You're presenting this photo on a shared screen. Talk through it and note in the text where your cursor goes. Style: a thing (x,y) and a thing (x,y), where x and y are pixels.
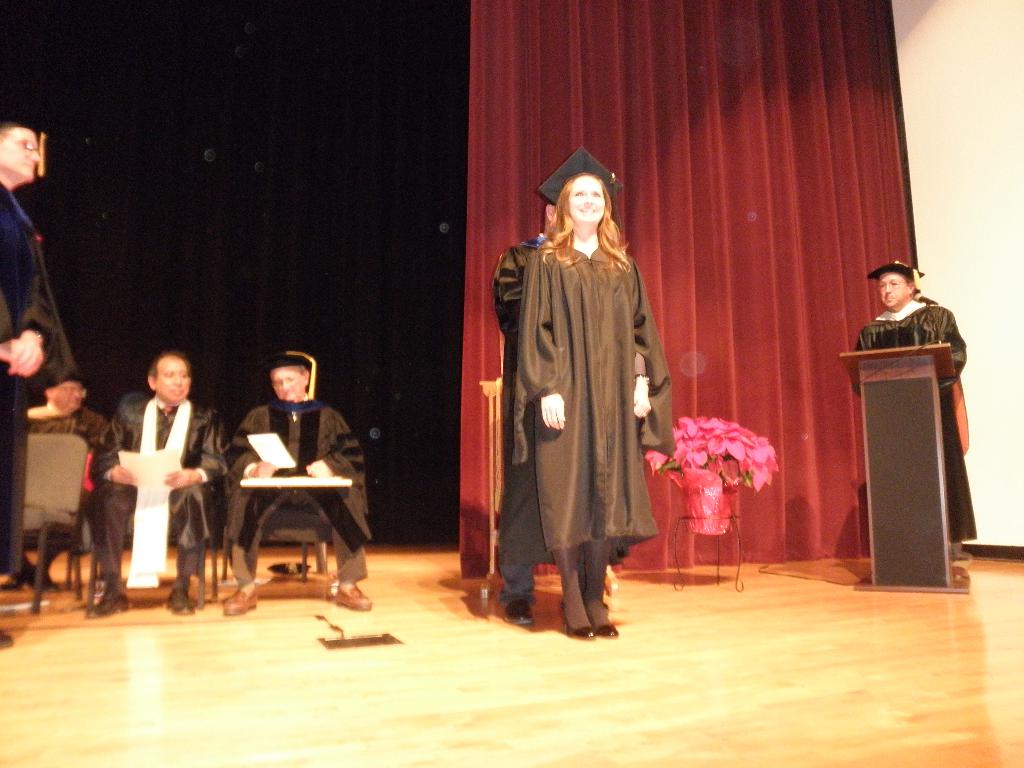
In the image there are four persons (563,309) standing in graduation dress (946,322) and on the left side (212,487) there are few persons (193,474) standing and sitting on chairs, on the right side (700,78) there is curtain (714,170) on the back (700,216) with a plant (749,467) in front of it.
